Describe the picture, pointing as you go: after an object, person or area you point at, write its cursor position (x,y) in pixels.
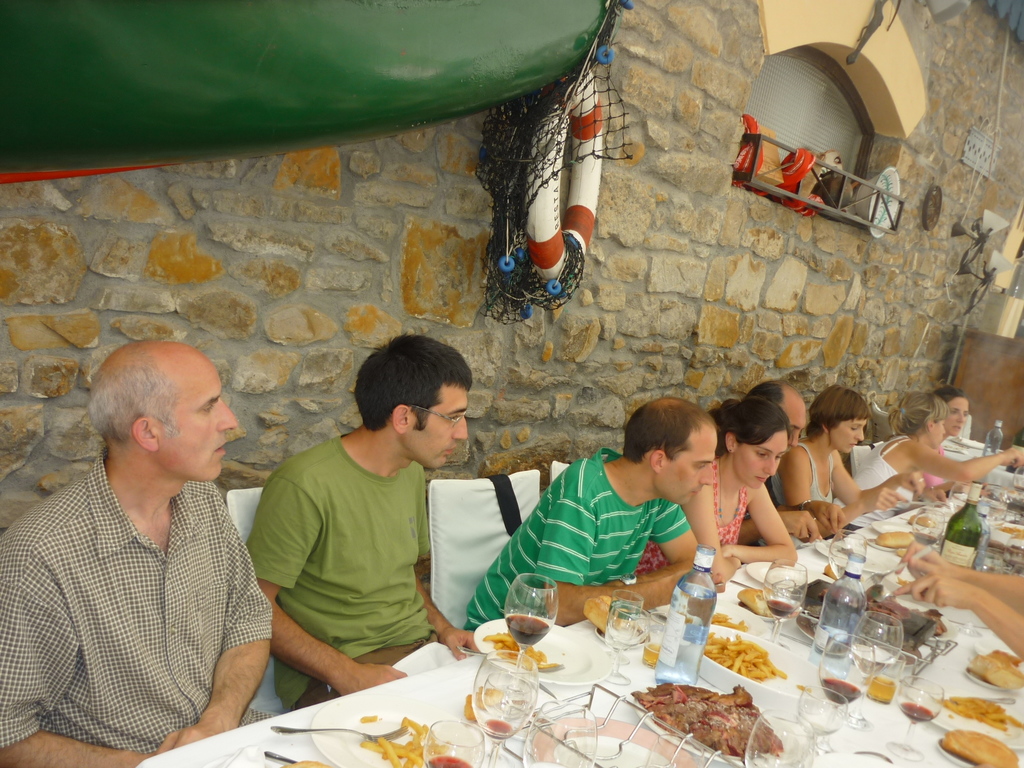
This picture shows a group of people (415,554) seated on the chairs (478,535) and we see few bottles (677,624) and food (702,691) and wine glasses (894,622) and wine bottles (961,526) on the table (200,747).
